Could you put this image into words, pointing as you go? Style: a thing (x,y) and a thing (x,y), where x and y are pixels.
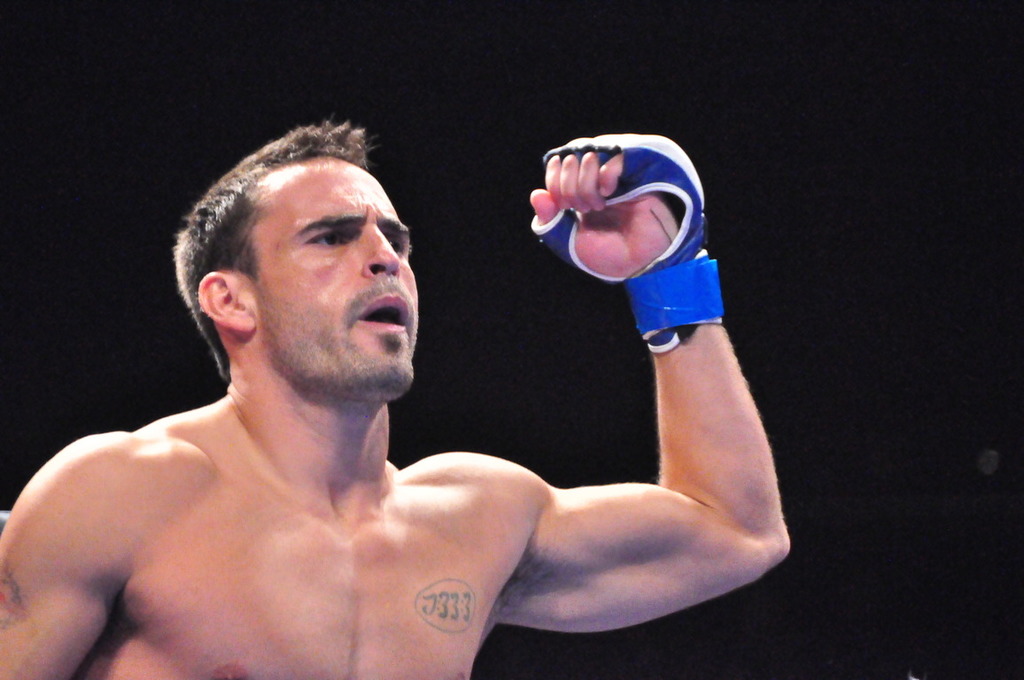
A man (633,228) is present wearing a blue glove (686,195). There is a black background (967,196).
